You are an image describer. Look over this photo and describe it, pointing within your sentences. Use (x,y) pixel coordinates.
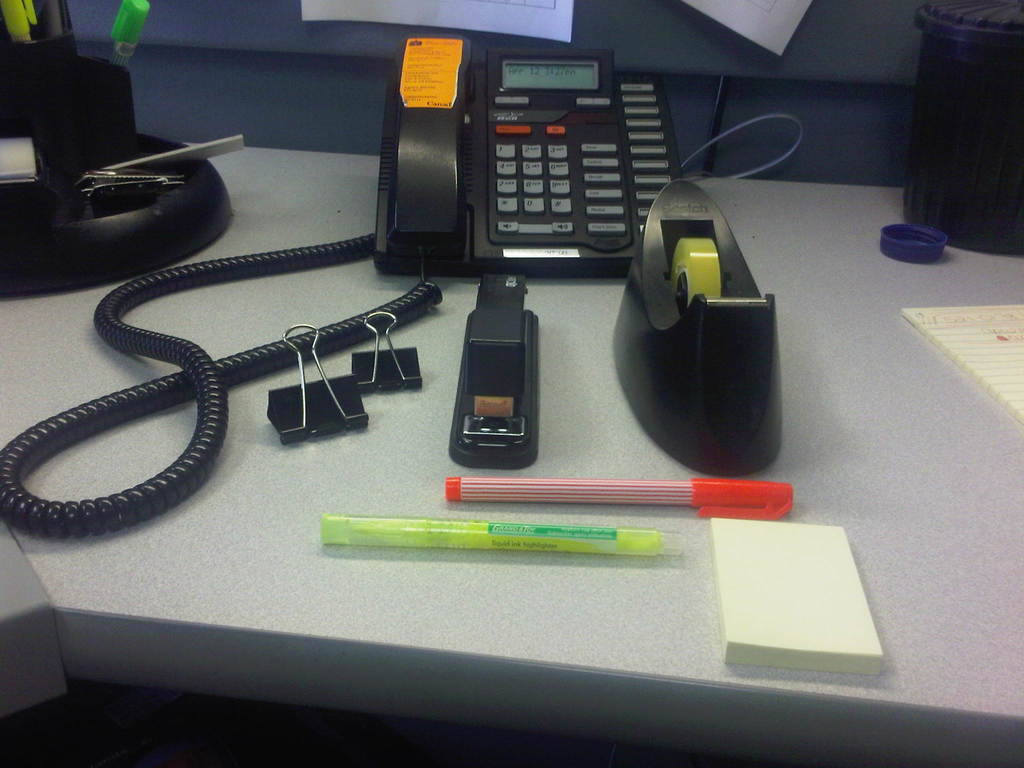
In the center of the image (583,323) we can see a table (623,417). On the table (454,297) we can see the pens (616,482), telephone (643,211), tape (709,279), papers (763,601), book (935,325), cap (914,239) and some other objects (11,58). At the top of the image (167,14) we can see the wall (571,48) and papers (755,19).
